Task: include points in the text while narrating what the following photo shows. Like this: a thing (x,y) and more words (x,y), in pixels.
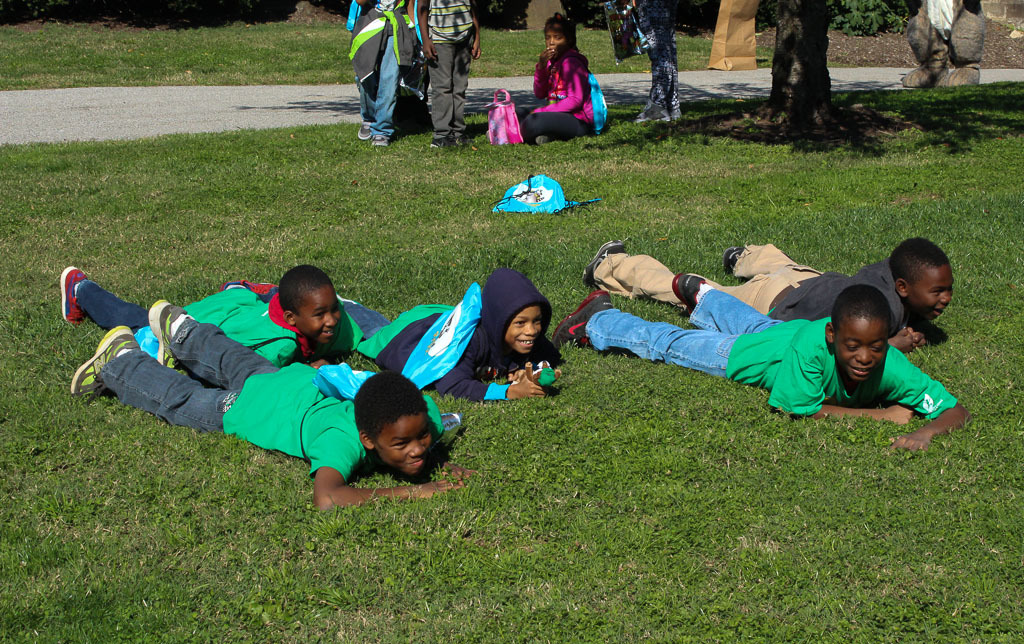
Here in the front (742,307) we can see a group of children (704,364) lying on the ground (681,368) which is covered with grass (619,540) over there and behind them we can see other children (457,107) standing and sitting on the ground (531,68) over there and we can see bags (517,128) present here and there and we can see trees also present here and there.
